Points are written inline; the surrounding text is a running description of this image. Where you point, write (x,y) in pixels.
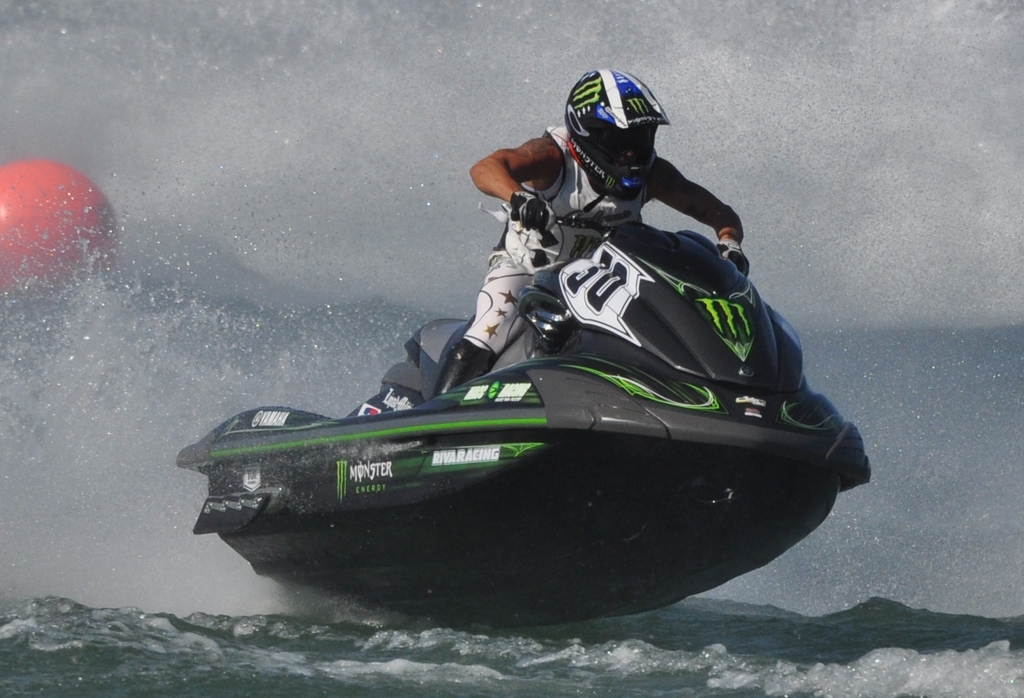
The picture consists of a man (522,266) doing motor surfing. At the bottom (295,674) there is water (441,674). In the background (199,149) there is a balloon (97,193) and water (928,236).
